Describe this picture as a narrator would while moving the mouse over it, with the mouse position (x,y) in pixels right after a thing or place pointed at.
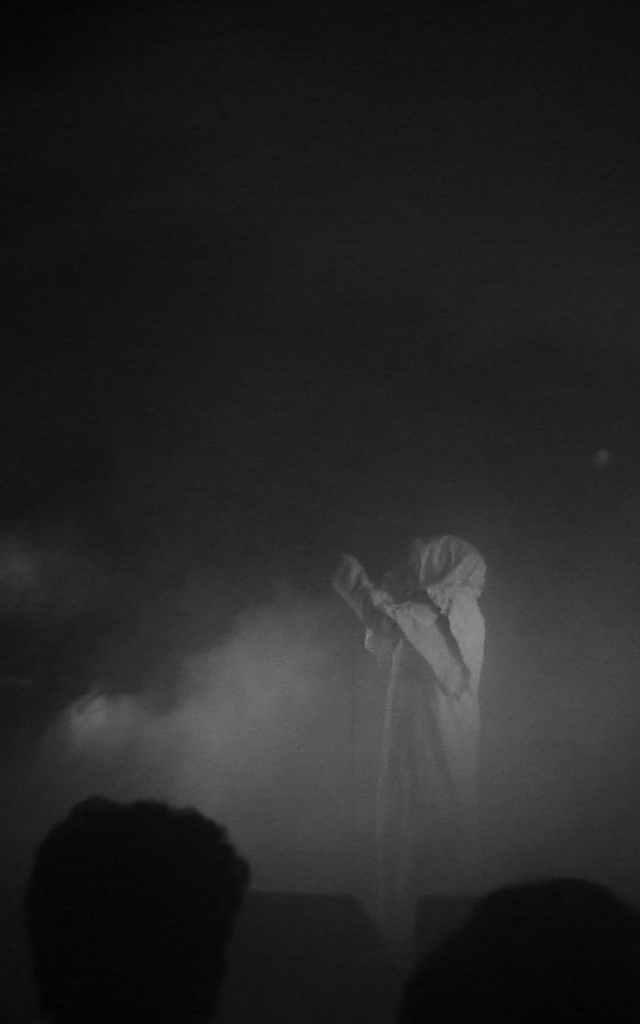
The image is looking like an edited image. In the center (401,618) we can see an object (360,597) looking like a person (393,645). In this picture there is smoke (370,794).
